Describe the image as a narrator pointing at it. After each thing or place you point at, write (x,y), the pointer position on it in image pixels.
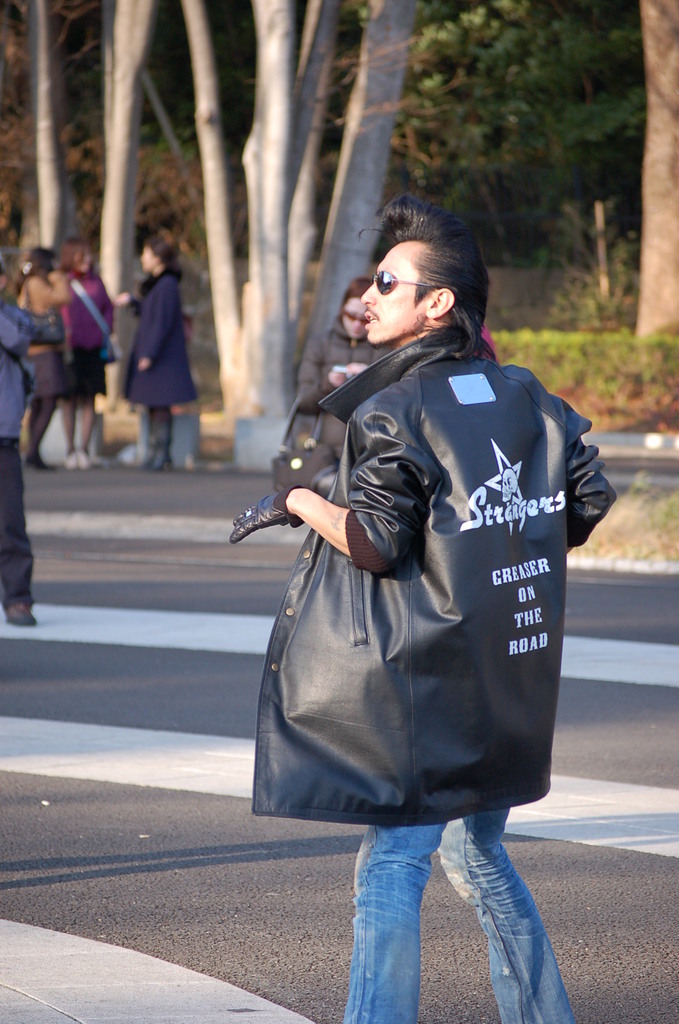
In this picture I can see few people (312,494) are standing and I can see trees (345,158) and plants (566,315) in the back (637,306).
